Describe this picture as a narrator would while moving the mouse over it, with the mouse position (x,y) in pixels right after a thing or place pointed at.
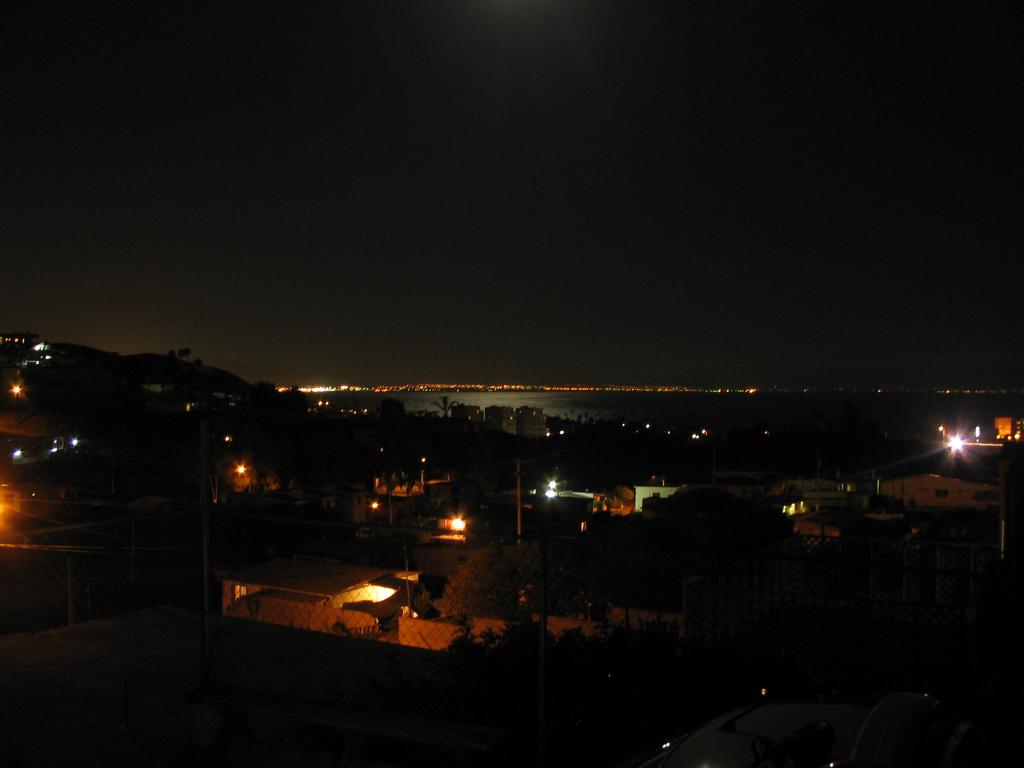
At the bottom of the image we can see some trees (349,467), poles (419,473), lights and buildings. In the middle of the image (477,393) we can see water (914,397).
